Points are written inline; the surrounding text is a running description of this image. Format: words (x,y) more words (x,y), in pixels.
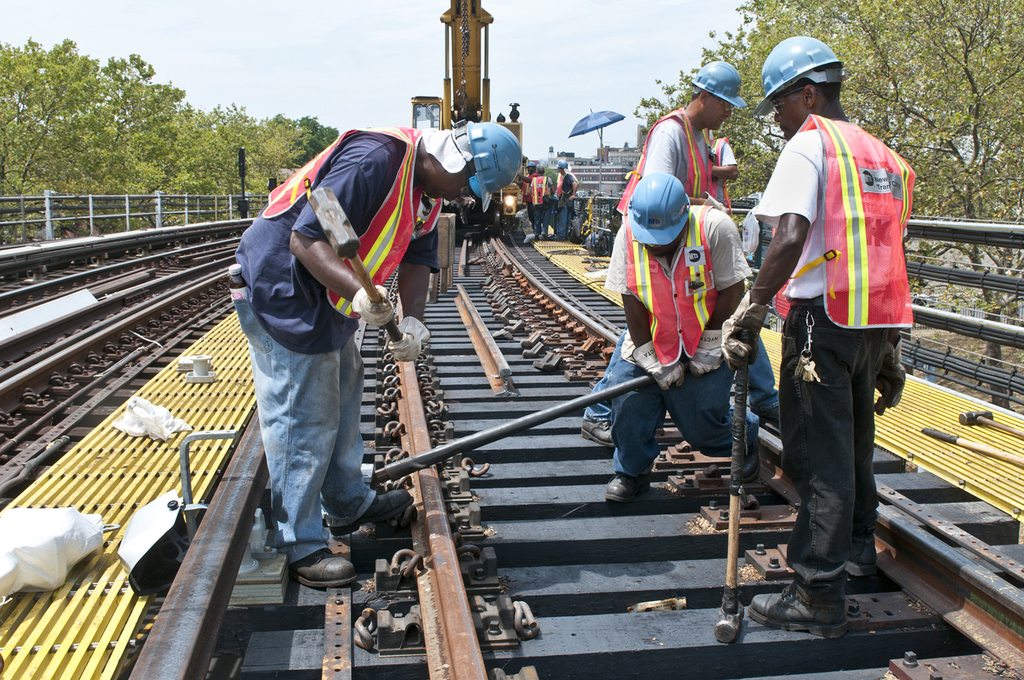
In this picture there are group of people (893,217) standing and holding the objects (398,334). At the back (175,178) there is a vehicle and there are group of people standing on the railway track (526,267) and there is an umbrella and there are buildings (605,187) and trees (909,134). At the top (336,67) there is sky (320,58). At the bottom (440,536) there are railway tracks (599,674).
